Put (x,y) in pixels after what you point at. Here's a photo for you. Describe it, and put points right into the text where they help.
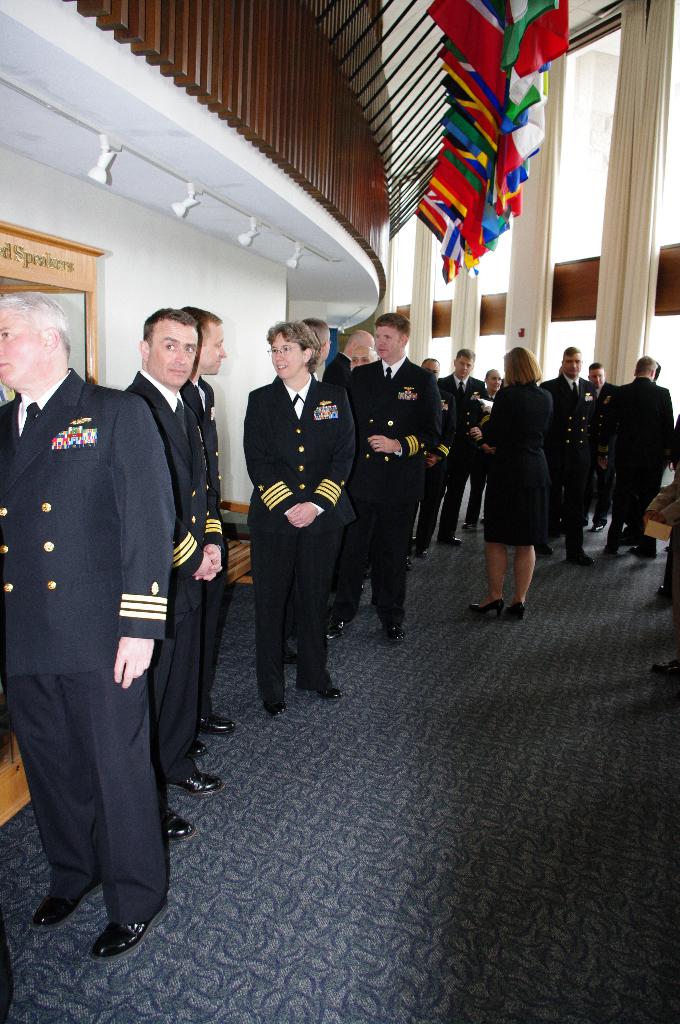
In this image there are some people (352,466) who are standing, and at the bottom (256,804) there is a floor (422,733). In the background (521,216) there are some flags (518,34), pillars (537,217), railing (353,179) and wall (262,260).
